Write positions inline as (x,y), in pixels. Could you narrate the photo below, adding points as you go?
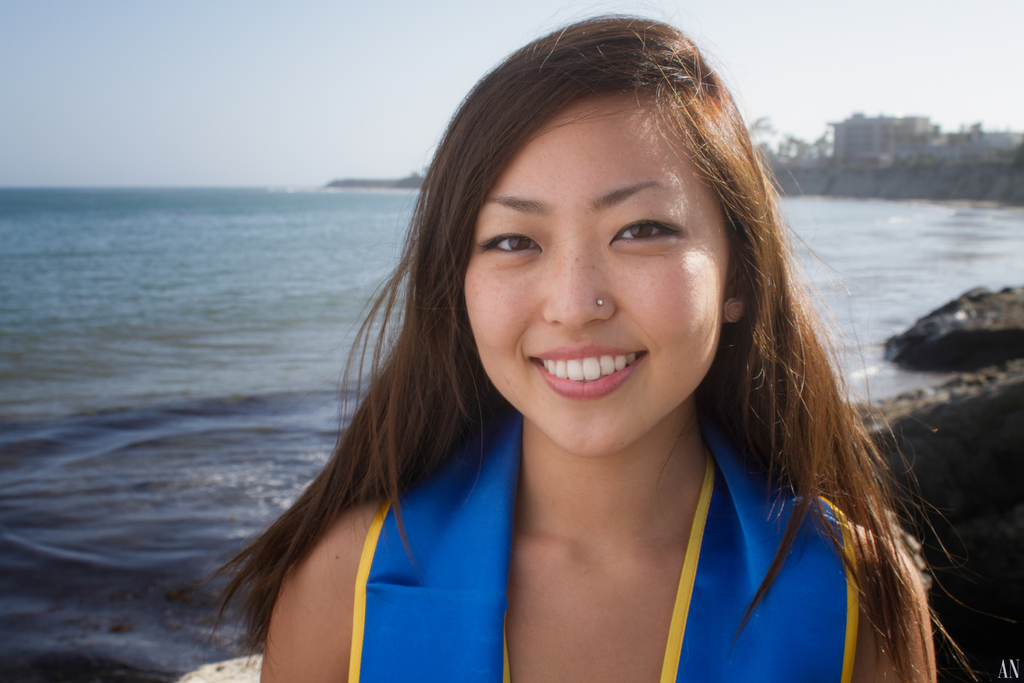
In this image we can see a woman (515,260) and a sea (251,378), there are some rocks (964,373), trees (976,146) and buildings (877,155), in the background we can see the sky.
